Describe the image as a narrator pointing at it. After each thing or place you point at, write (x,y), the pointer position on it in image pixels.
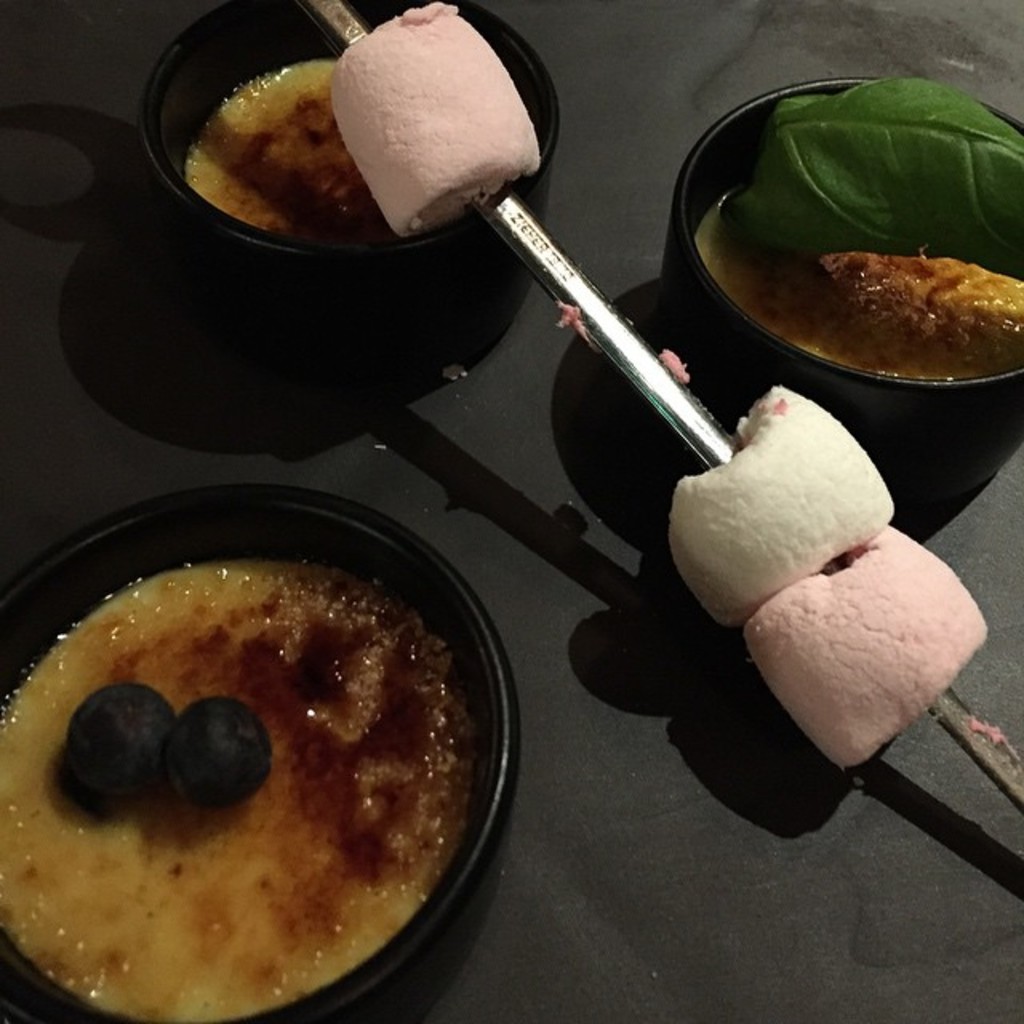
In this image there is a black color bowl (485,648) filled with some food items (246,800) on the left side of this image (261,775) and also on the top of this image (538,93) as well, and there is a food item (814,685) kept on the floor (586,76) on the right side of this image (852,567) is in white color. and as we can see there is a floor (490,359) in the background (537,533).
